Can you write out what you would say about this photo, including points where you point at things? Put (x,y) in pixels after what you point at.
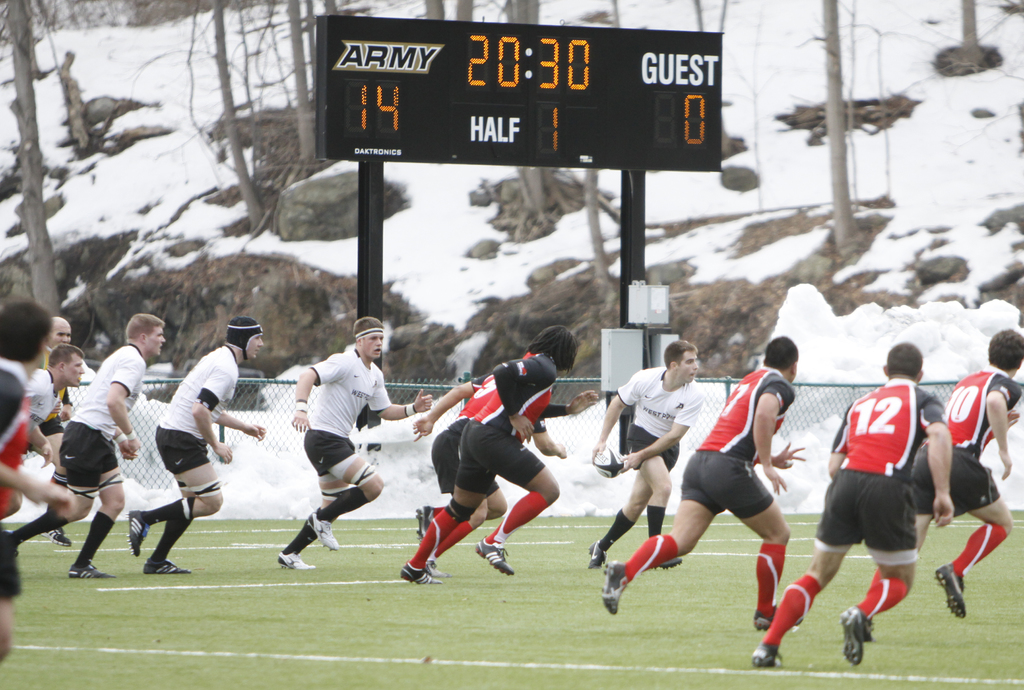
In this image i can see a number of people (374,468) running and i can see a ball (609,451) over here. In the background (693,151) i can see a scoreboard (631,103), snow (765,181) and few trees (195,6).
